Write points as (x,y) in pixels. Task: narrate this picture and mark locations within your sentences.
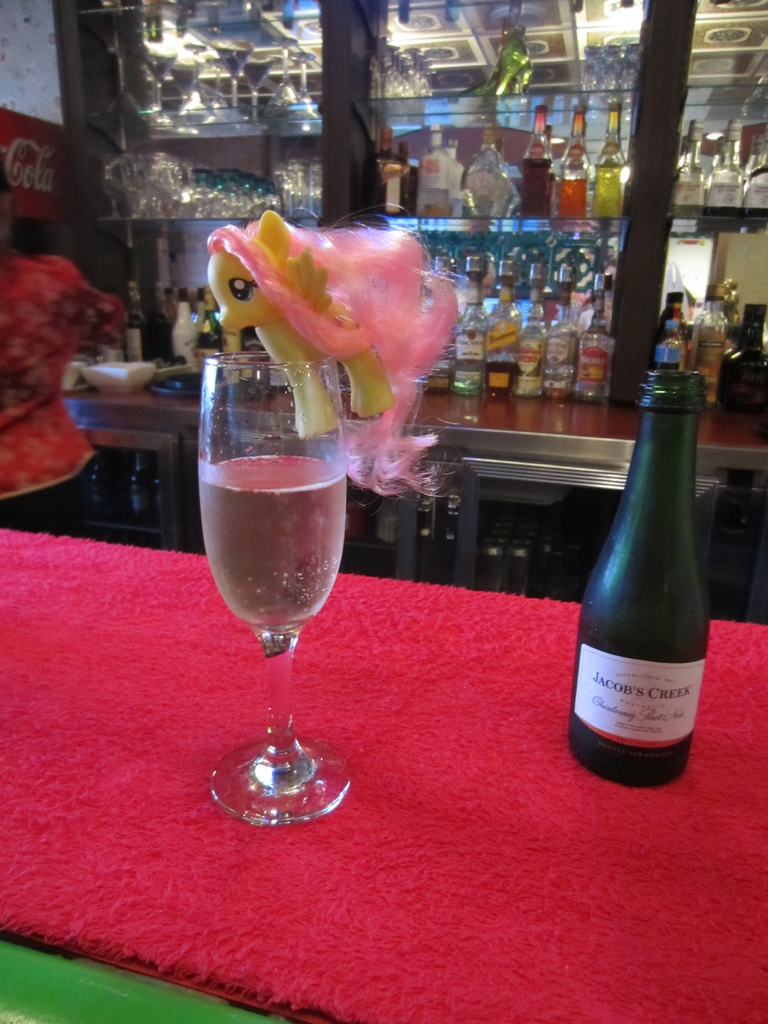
In this image there is a glass (283,601) and a bottle (571,694) are on the table (402,733) which is covered with the cloth (487,794). Left side (28,286) there is a person (19,415) standing before a desk (605,400) having few bottles (565,371) on it. Few glasses (178,165) and bottles (582,136) are on the shelf (344,173). Glass (284,519) is filled with drink (266,614). On the glass (288,387) there is a toy (365,348).
